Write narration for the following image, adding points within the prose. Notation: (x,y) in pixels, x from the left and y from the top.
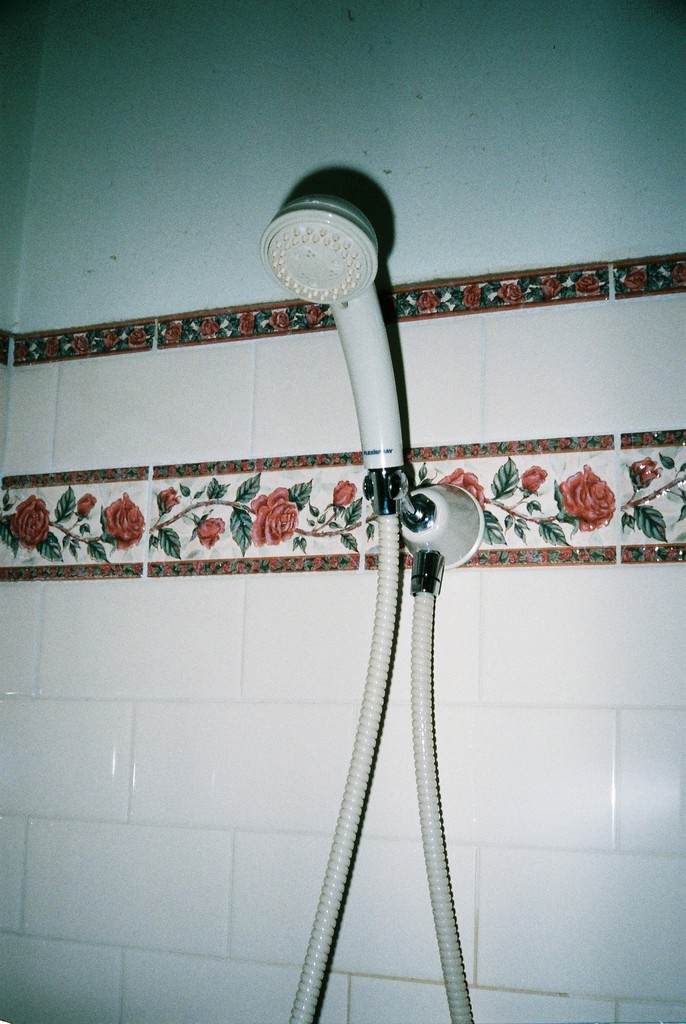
In this image, I can see a hand shower (342,319) with a pipe (371,690), which is attached to the wall (515,514). These are the tiles (491,507) with a design (517,559) on it.
